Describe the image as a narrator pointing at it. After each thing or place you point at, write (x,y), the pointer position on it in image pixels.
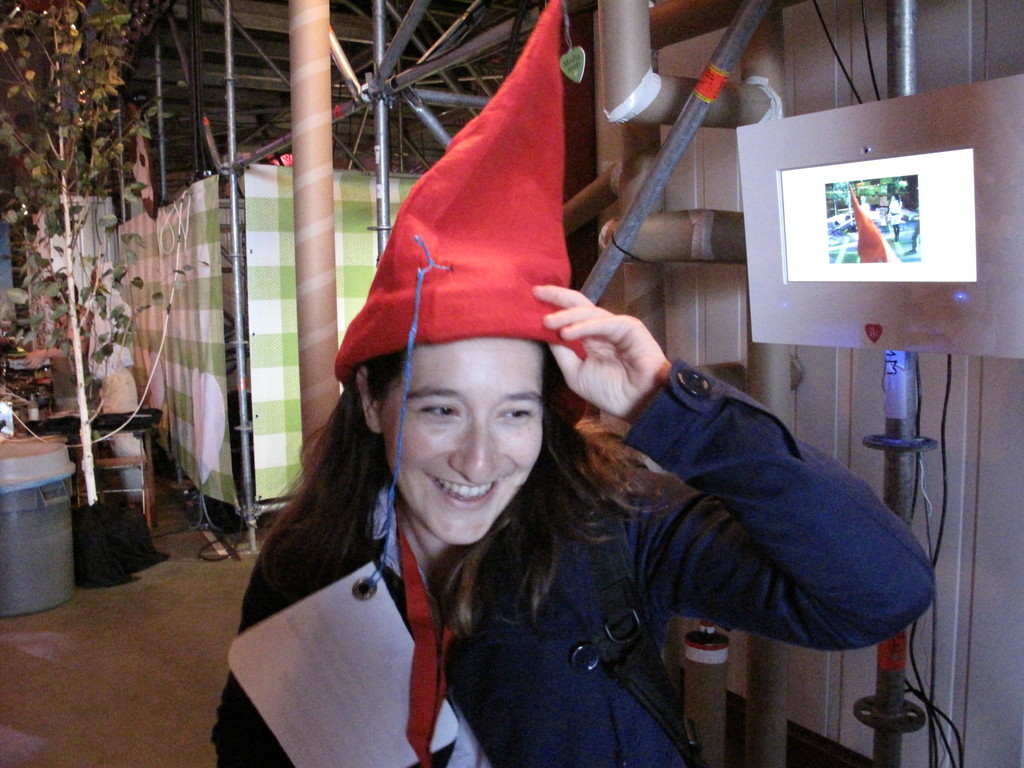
In this image we can see a woman (399,551) wearing red cap (493,325) and smiling. Image also consists of a pole (309,125), rod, screen (919,294), tubes (749,686), trash bin (60,495) and also a tree (25,191). We can also see some rods (392,99) at the top (350,73). Floor (234,574) is also visible.
